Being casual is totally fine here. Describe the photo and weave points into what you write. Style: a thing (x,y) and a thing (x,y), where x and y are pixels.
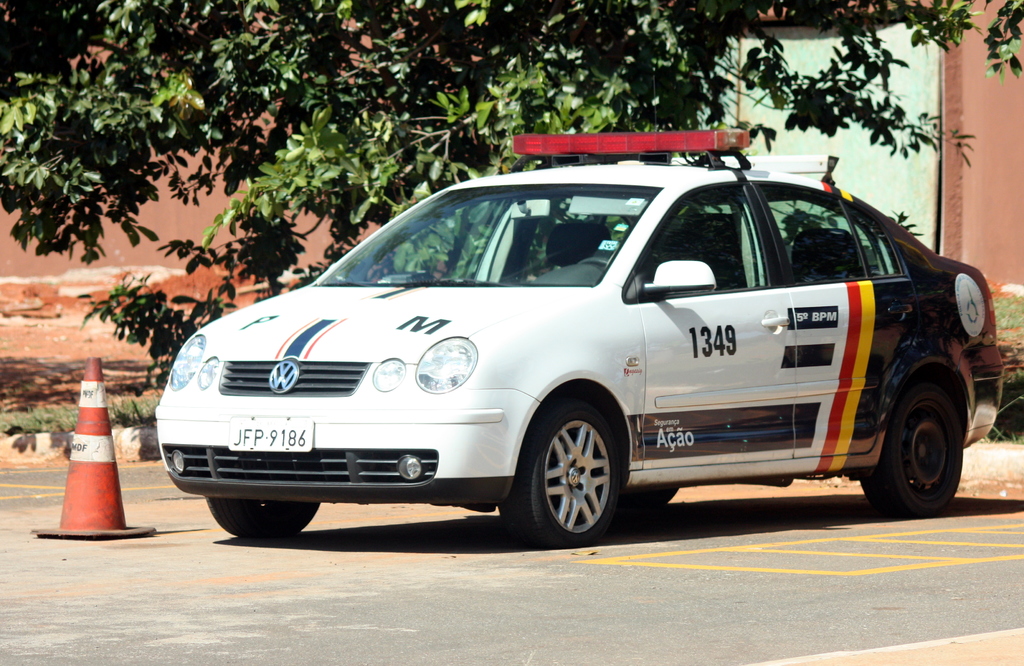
In this picture there is a car (776,372) on the road (729,500). Beside that there is a traffic cone (107,461). At the top (404,124) I can see the trees (441,80). In the background (1000,142) I can see the building (988,138).
